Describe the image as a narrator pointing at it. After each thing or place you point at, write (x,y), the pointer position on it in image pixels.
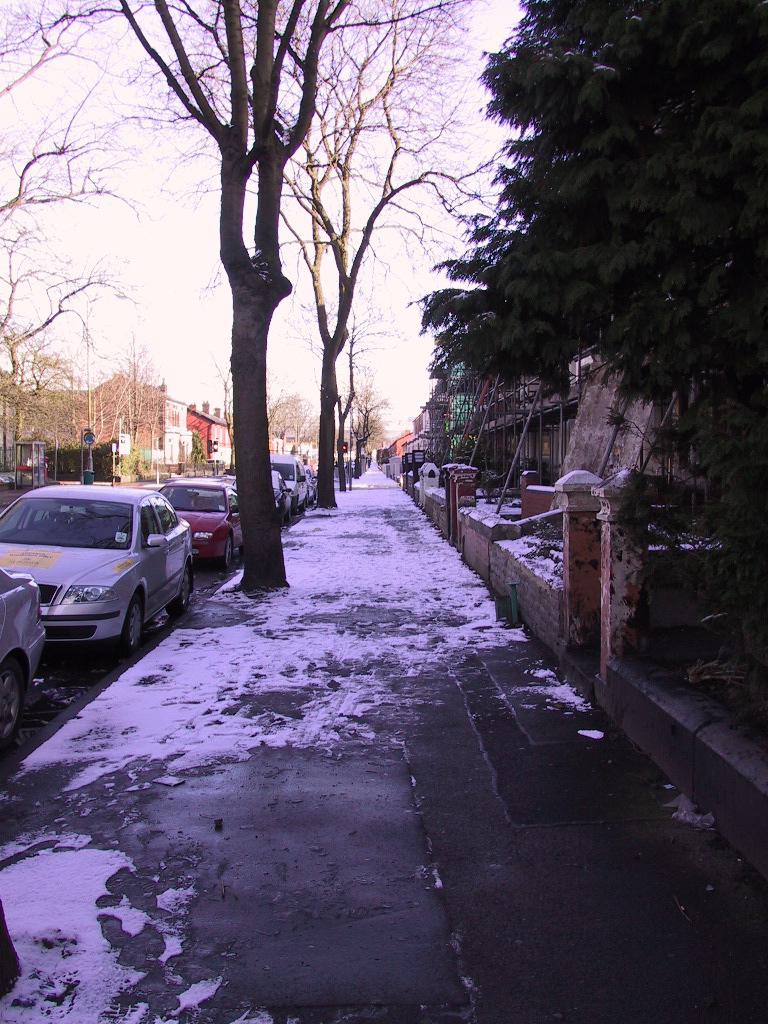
In this image we can see cars (89,568), trees (321,453), houses (577,456), snow (399,567) on the road (245,657). At the top of the image (158,239) there is sky (138,235).
